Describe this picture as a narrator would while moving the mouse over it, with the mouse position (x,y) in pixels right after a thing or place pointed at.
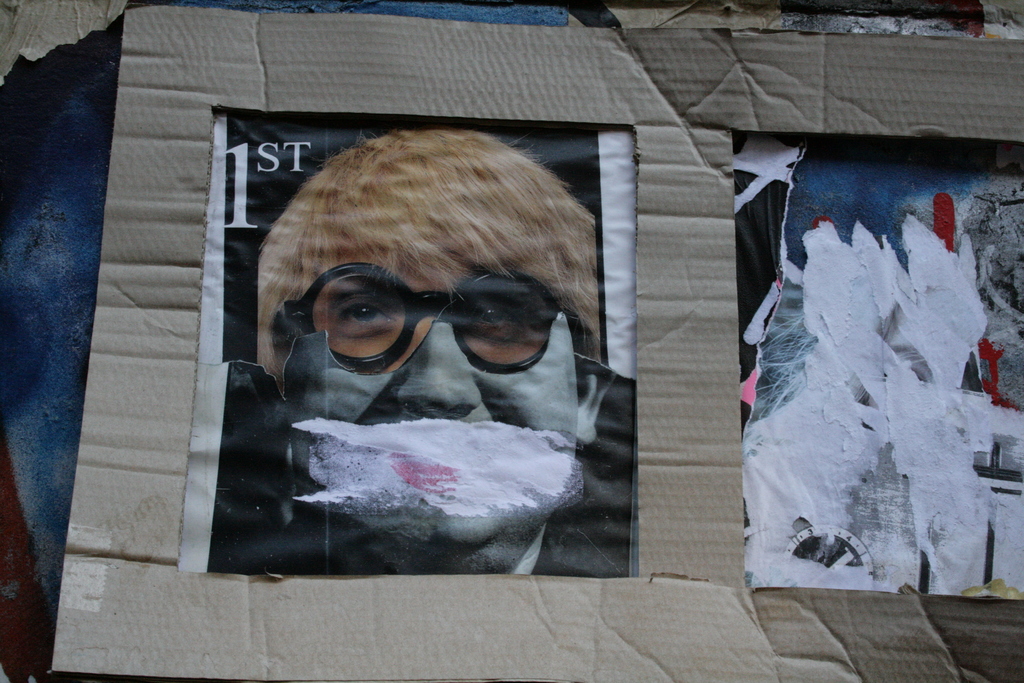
In this image I can see a cardboard sheet (202,77) which is brown in color and in between the sheet (669,533) I can see a person's face (514,298) whose hair (413,228) is brown in color and wearing black colored spectacles (486,317). I can see the blue colored background (12,218).
